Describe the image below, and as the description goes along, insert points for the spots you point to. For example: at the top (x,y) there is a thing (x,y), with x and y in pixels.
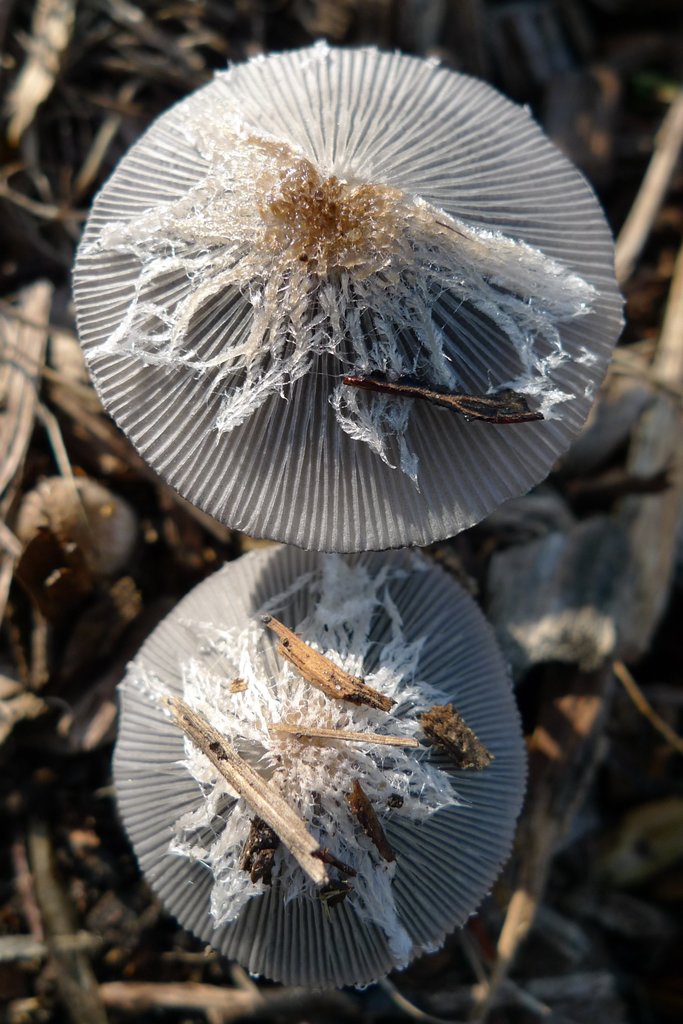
In this picture there are two mushrooms (353,576). At the bottom (90,1009) there are sticks (14,710).
